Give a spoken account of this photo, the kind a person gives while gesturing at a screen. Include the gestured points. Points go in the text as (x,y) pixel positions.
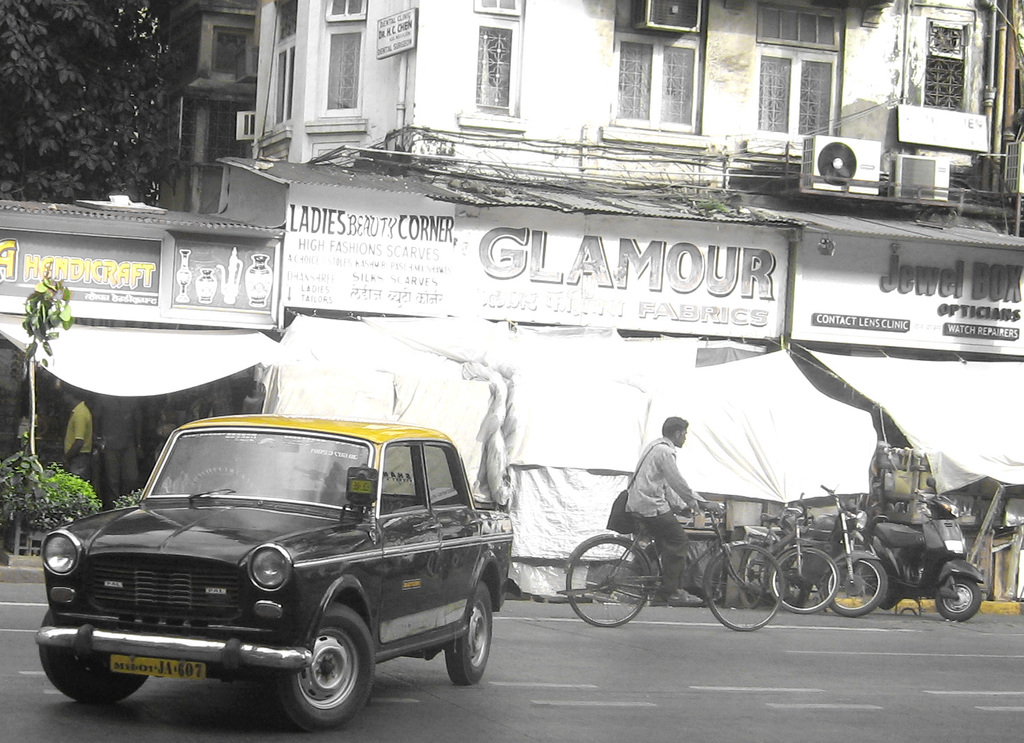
In this image the person (637,476) is riding the bicycle (635,586) the car (412,535) is on the road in front of the person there are building (370,224) and a tree (96,150) are there and background (78,497) is sunny.
